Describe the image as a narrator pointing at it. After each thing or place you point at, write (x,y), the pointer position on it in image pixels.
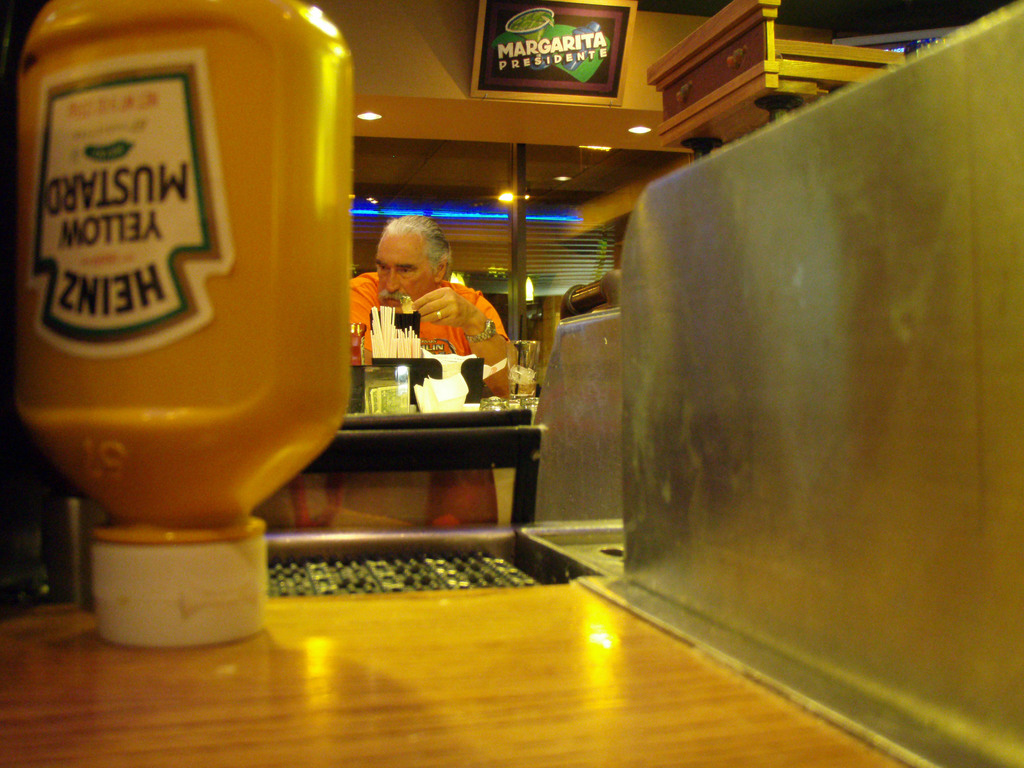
In this image there is a table (129,726) on that there is a bottle (239,324), in the background (394,282) there is a man (462,291) sitting near a counter (462,418) on that there are objects (431,360), at the top (560,63) there is a board (570,52) on that board (555,42) there is some text (541,49).
